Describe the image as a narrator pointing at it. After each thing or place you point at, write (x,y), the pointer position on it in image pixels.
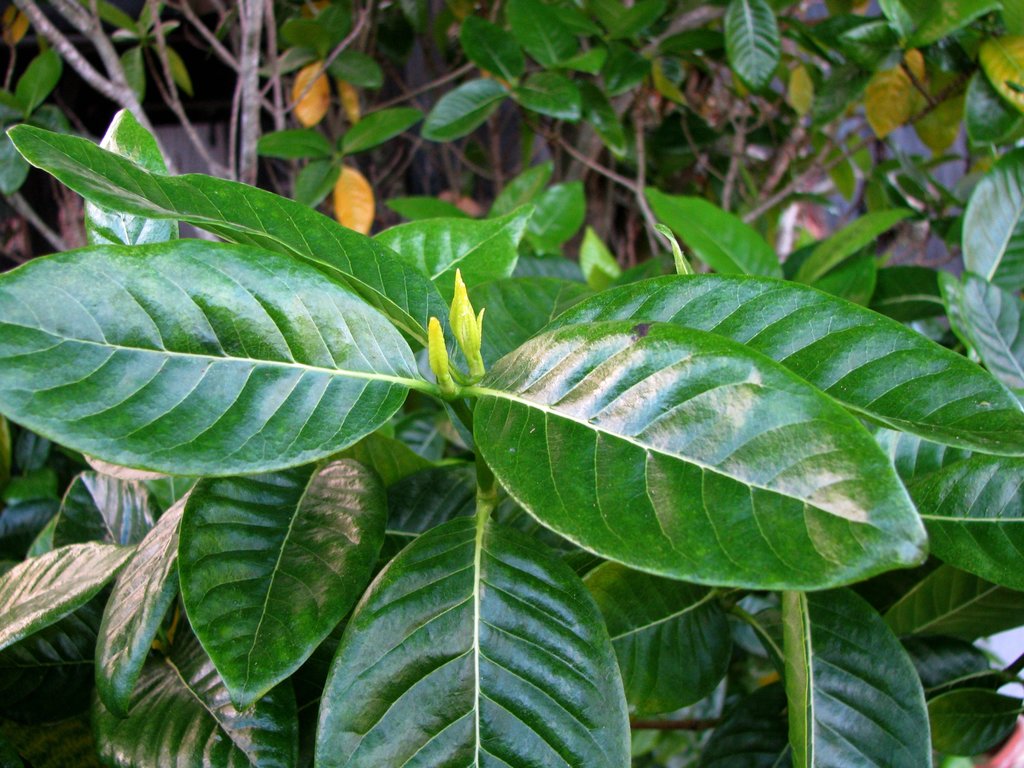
In this picture we can see a green leaf plant (143,351) in the image.
